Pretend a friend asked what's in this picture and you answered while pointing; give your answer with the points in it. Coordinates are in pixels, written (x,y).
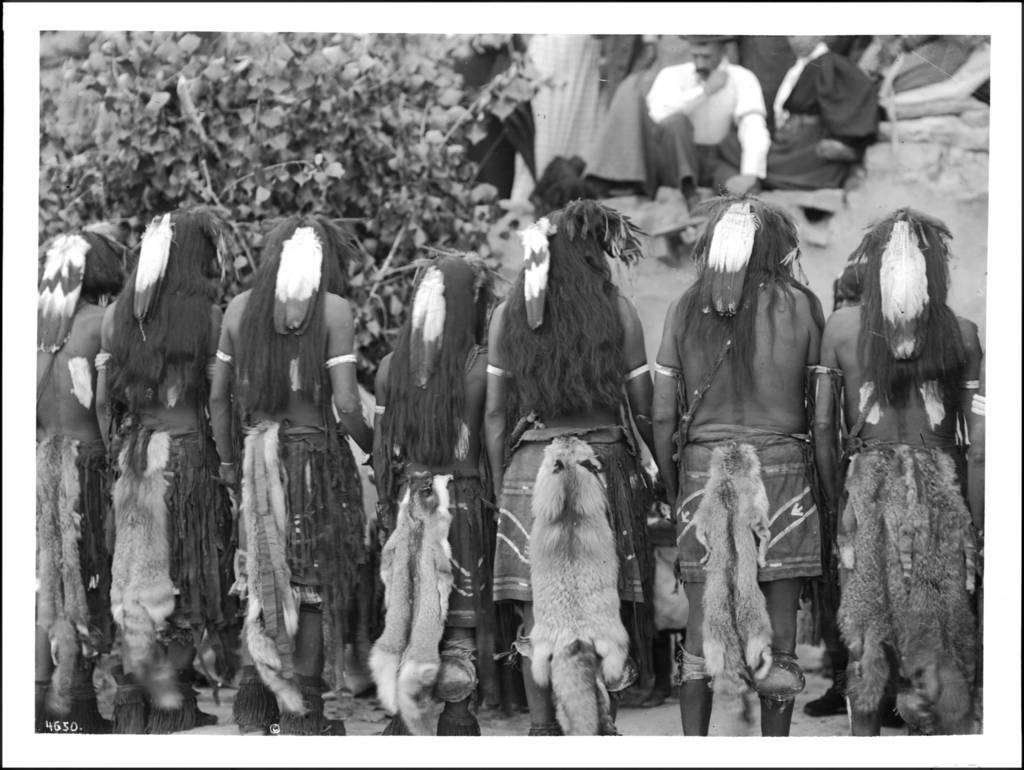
This picture describes about group of people (754,132), few are seated and few are standing, in front of them we can see a tree (300,137) and it is a black and white photography.
